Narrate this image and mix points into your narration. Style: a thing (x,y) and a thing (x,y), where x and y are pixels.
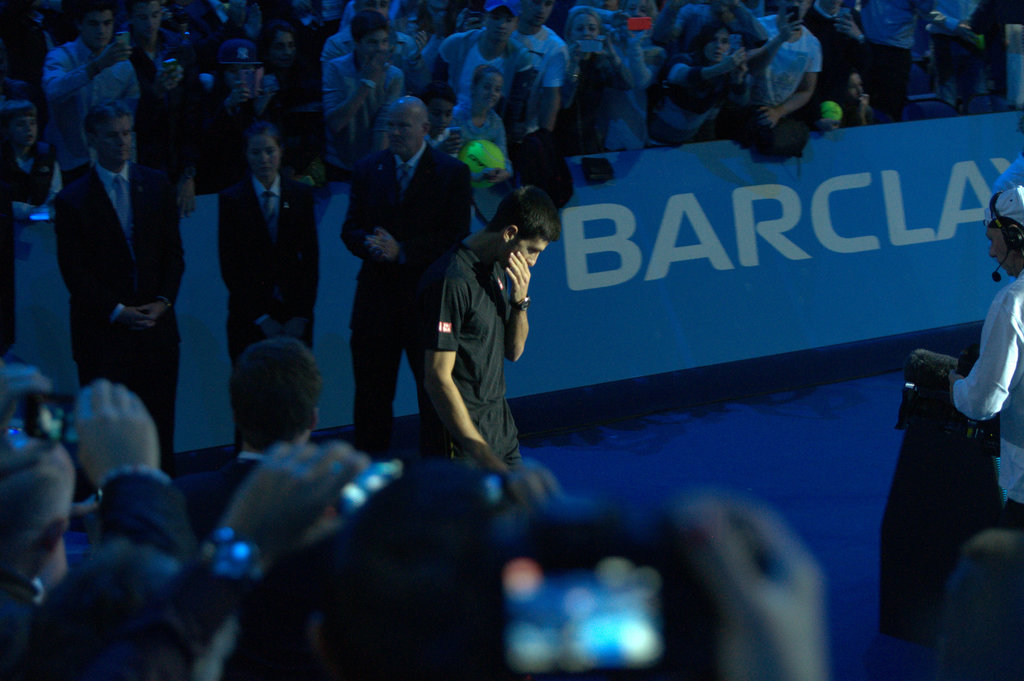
In the image we can see there are many people (124,207) standing, wearing clothes (298,229). This is a wrist watch (527,304), banner (695,243), device (53,408) and headsets (1018,244).
